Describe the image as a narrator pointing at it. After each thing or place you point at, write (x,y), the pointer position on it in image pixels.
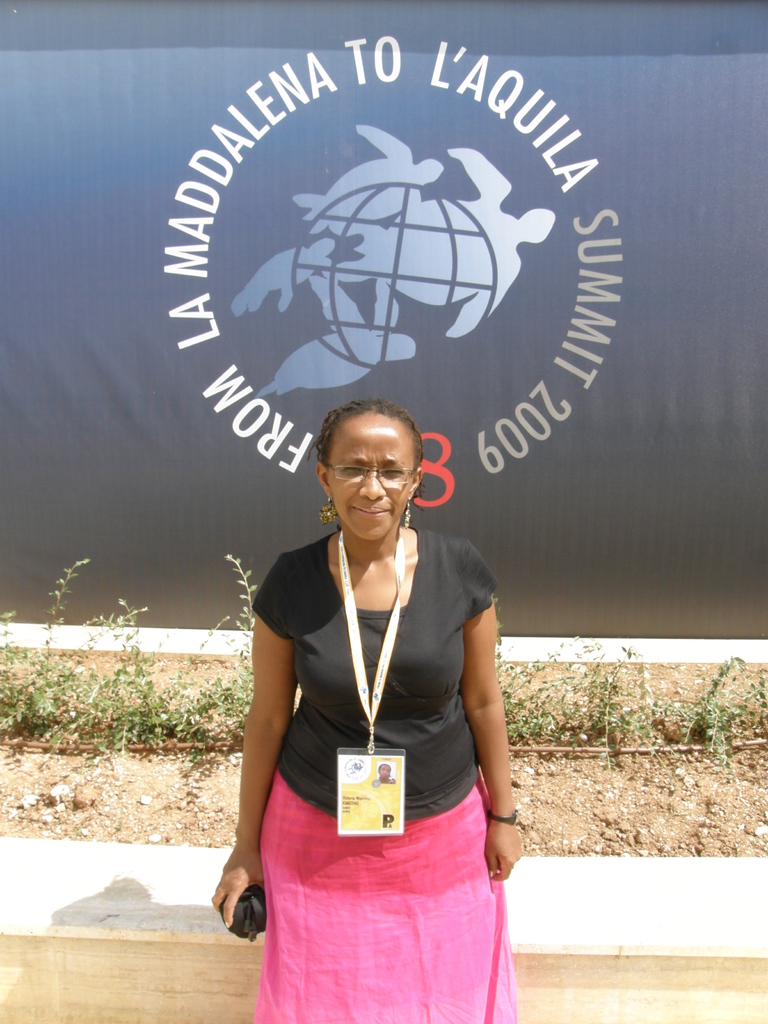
In this picture there is a woman (346,714) standing and wore tag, behind her we can see wall (603,987) and plants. In the background of the image (458,385) we can see banner (533,529).
